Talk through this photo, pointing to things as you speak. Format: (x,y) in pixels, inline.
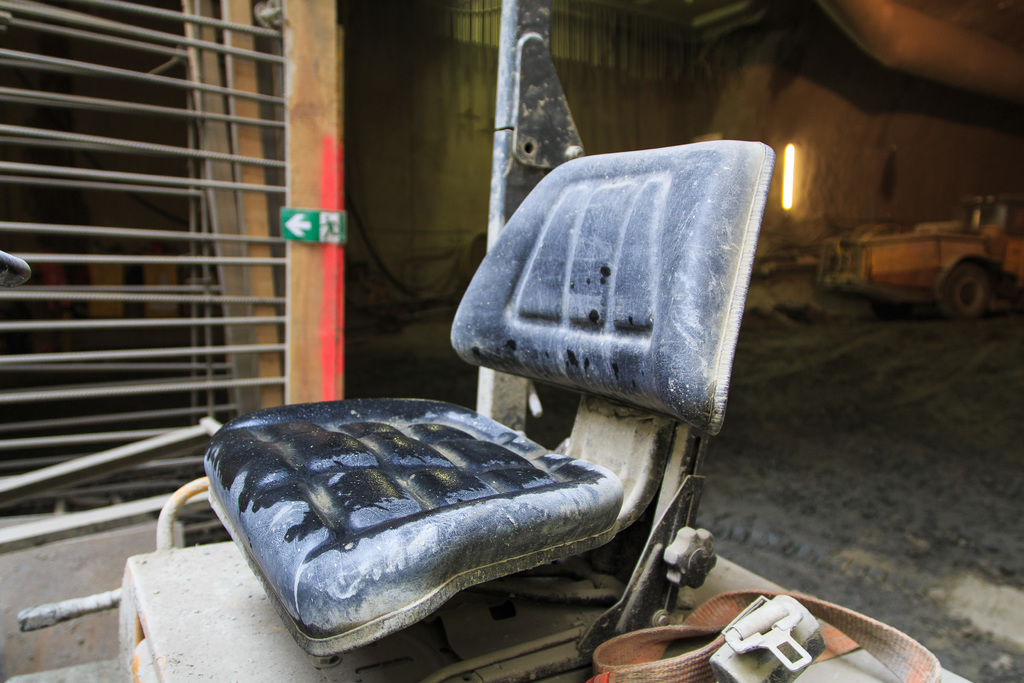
This image consists of a seat (346,548). Beside that, we can see a belt (756,609). In the background (901,263), there is a vehicle (935,270). At the bottom (959,523), there is a floor (947,540). On the left (206,329), we can see a grill (175,17).
